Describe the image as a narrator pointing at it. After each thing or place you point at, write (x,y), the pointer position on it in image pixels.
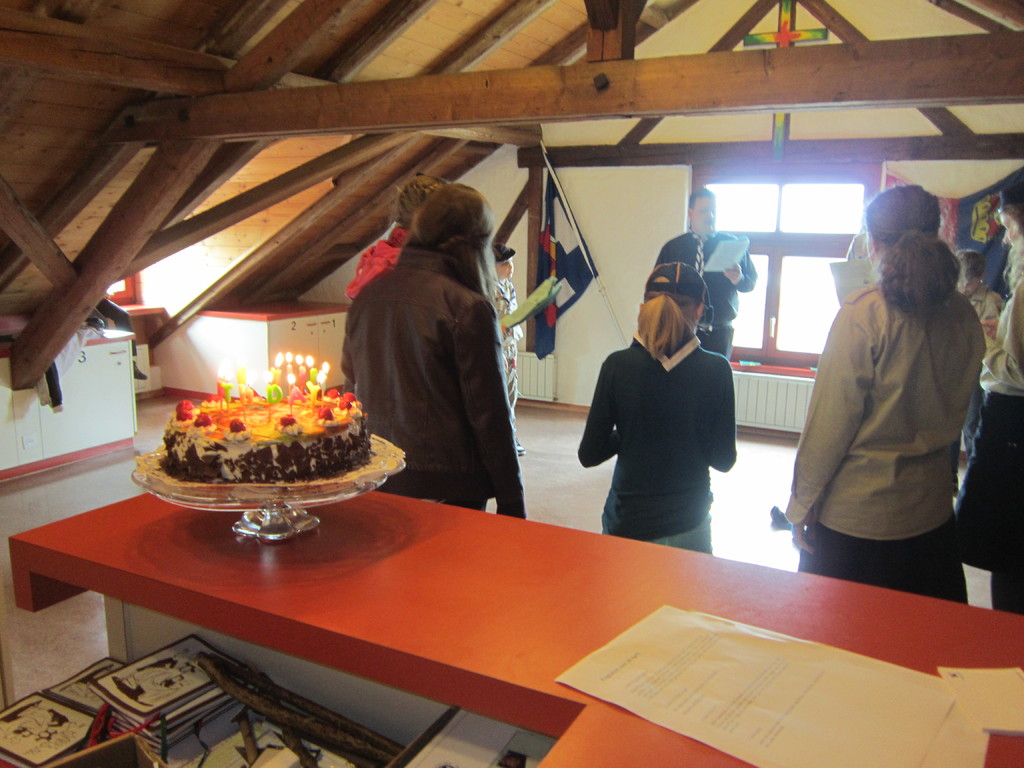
This is the picture of a room (167,230) where we have some people (495,276) standing in front of the table (481,516) on which there is a cake (362,445) and some paper (735,661).
